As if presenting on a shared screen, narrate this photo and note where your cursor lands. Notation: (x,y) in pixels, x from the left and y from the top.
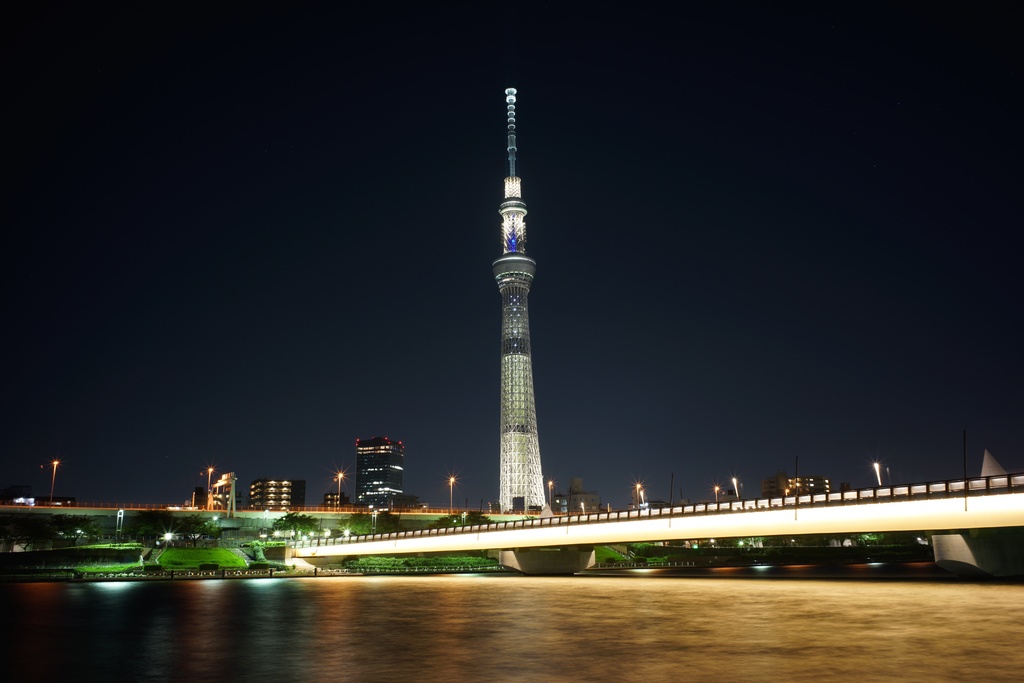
In this image we can see two bridges (515,539) and a tower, there are some poles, lights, trees (195,540), grass (222,550) and buildings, at the bottom of the image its looks the water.
